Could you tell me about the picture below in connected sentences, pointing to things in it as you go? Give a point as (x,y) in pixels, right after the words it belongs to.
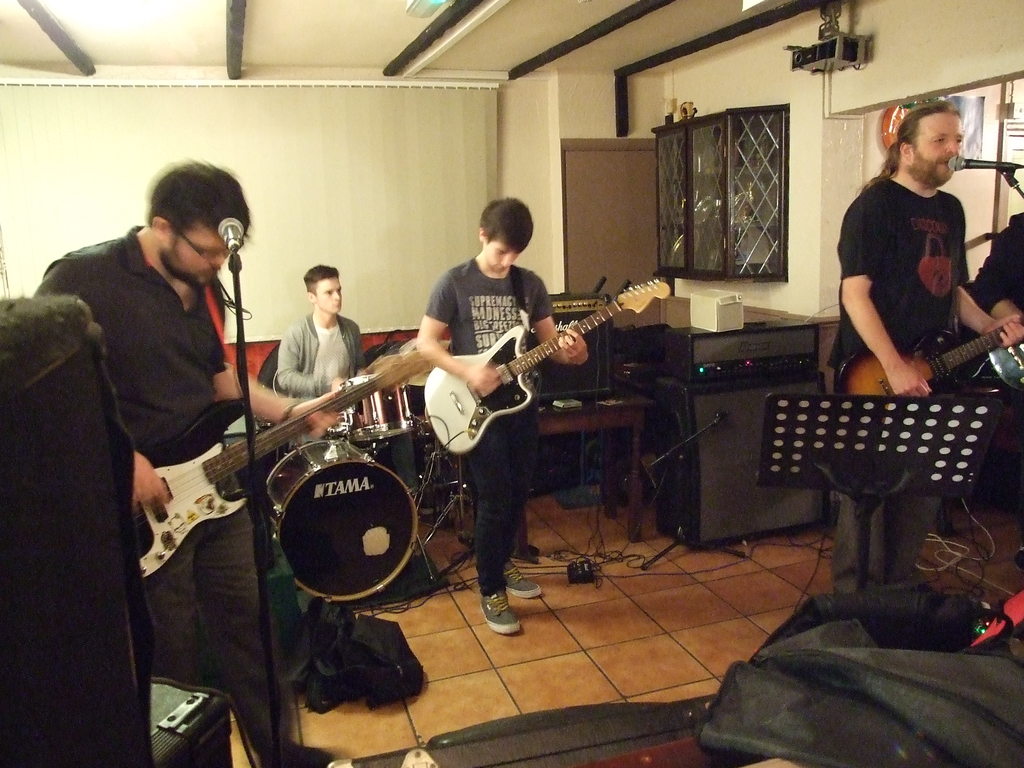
In this image I see 5 men (534,295), in which 4 of them are standing and another one is sitting. I can also see that all of them are holding their musical instruments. In the background (432,283) I see the wall (432,283), and equipment (811,516) and the windows (743,169).
